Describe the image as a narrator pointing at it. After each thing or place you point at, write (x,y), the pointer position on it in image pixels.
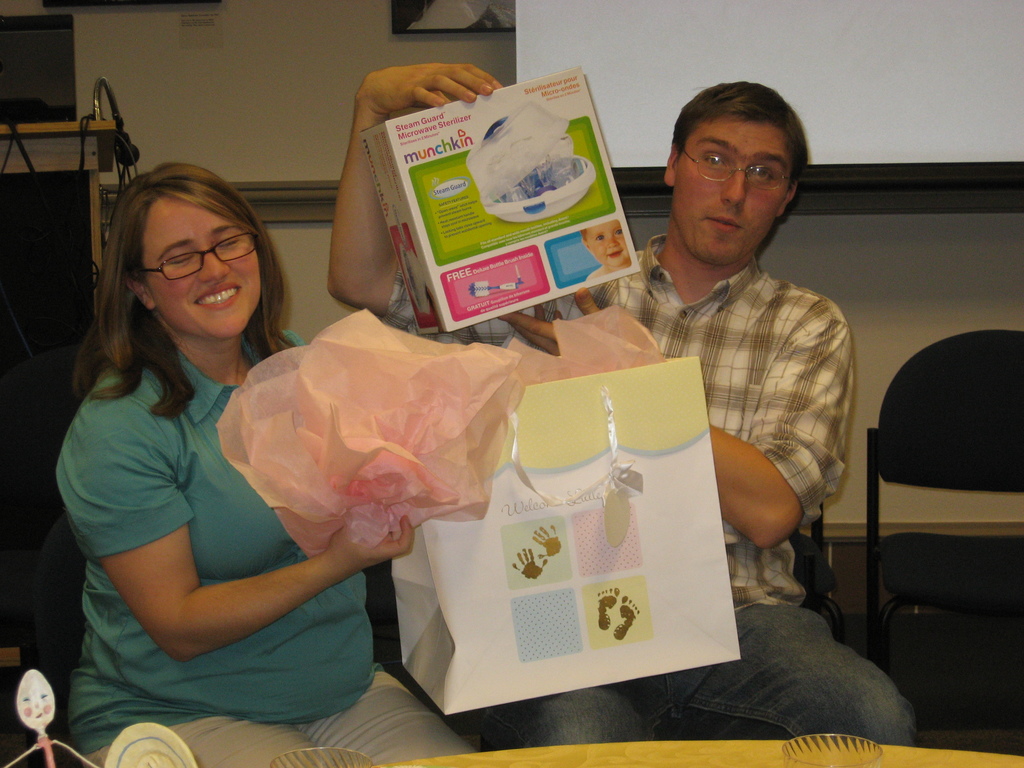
In this image I see a woman (62,491) and a man (491,732) who are sitting on chairs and I see this woman (148,251) is smiling and holding a paper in her hands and this guy (397,281) is holding a box (600,183) in his hands (429,94). I can also see another chair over here. In the background (824,119) I see the white screen (543,46), wall (314,4) and a mic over here.
